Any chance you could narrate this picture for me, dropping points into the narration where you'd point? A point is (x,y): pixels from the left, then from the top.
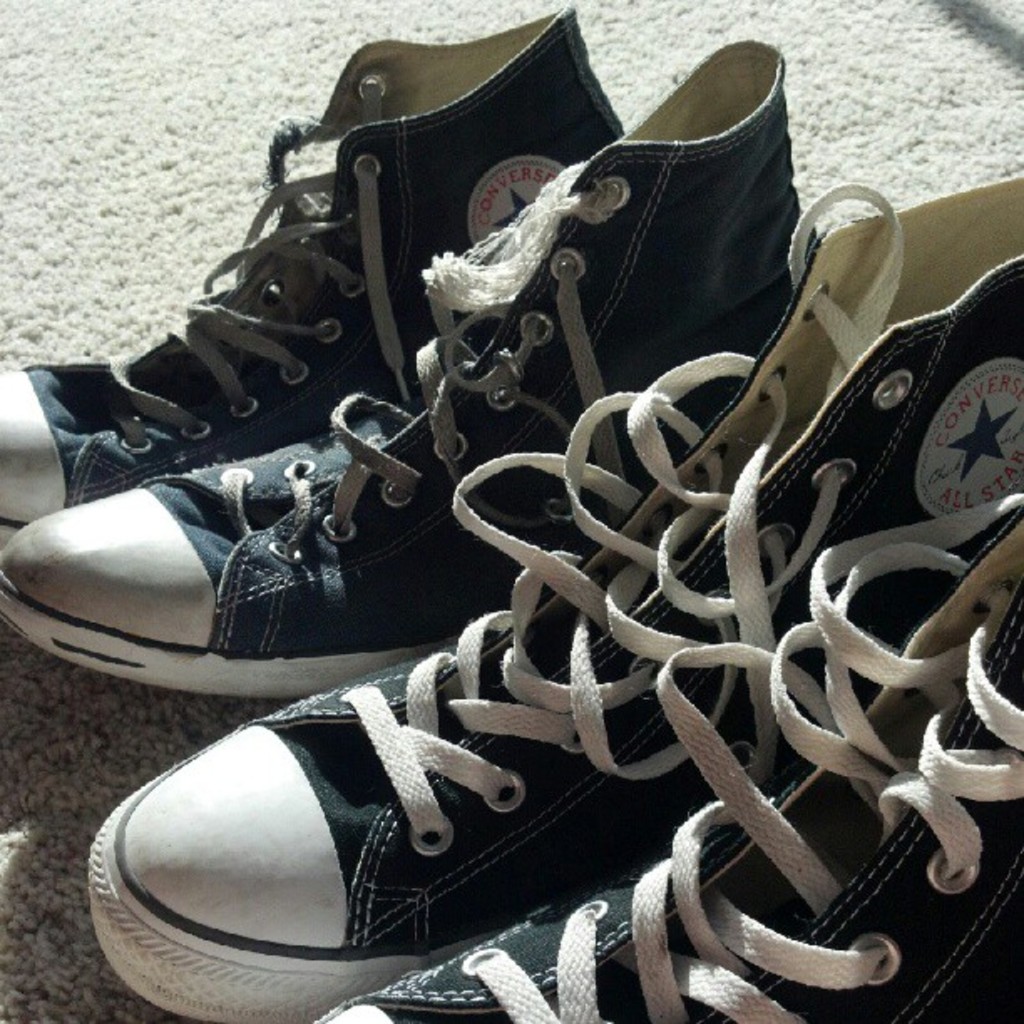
In this image we can see two pairs of shoes (405,367) on the mat (636,97).
